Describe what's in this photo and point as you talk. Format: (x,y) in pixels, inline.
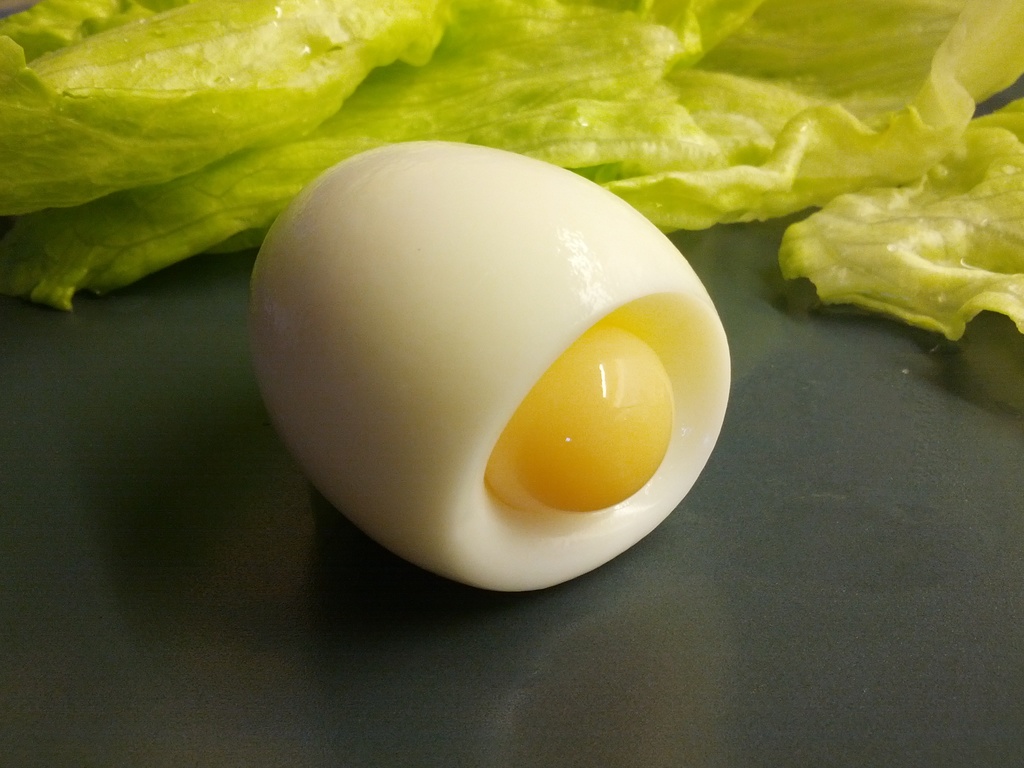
In this image in the center (423,310) there is one egg (461,385) which is boiled, and in the background (441,117) there are some cabbage leaves (354,121). At the bottom (760,517) it looks like a plate (289,501).
